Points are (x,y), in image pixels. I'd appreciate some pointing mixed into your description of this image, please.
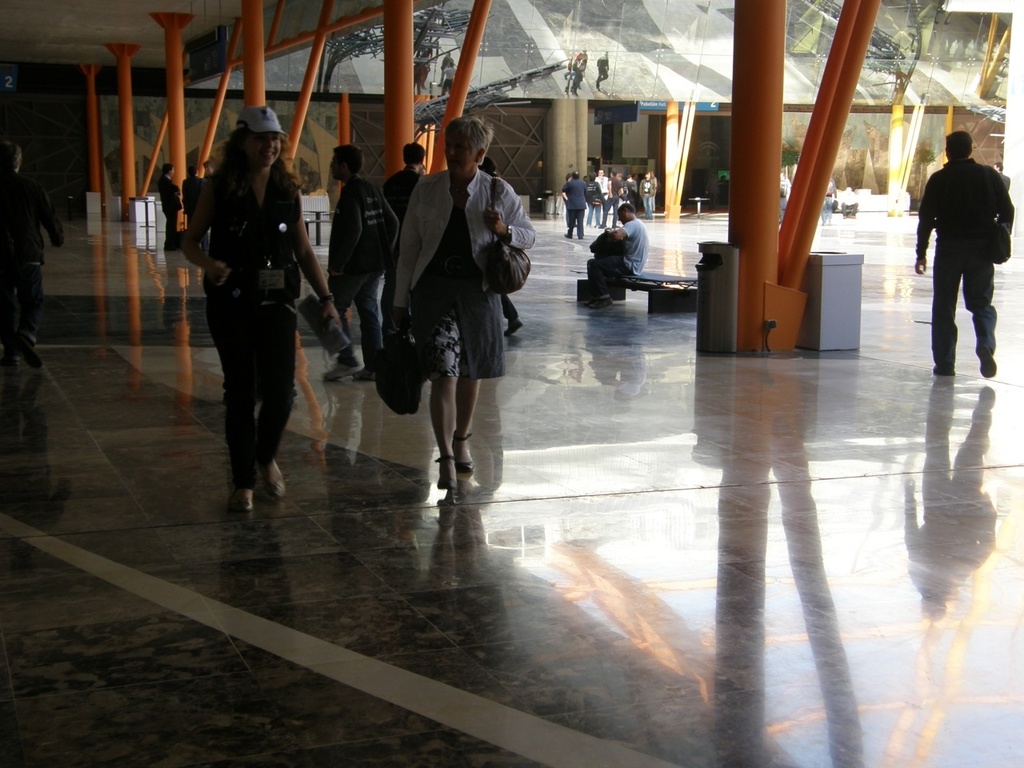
In this image there are a few people (376,341) walking and there are few other people (645,234) seated on a bench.
